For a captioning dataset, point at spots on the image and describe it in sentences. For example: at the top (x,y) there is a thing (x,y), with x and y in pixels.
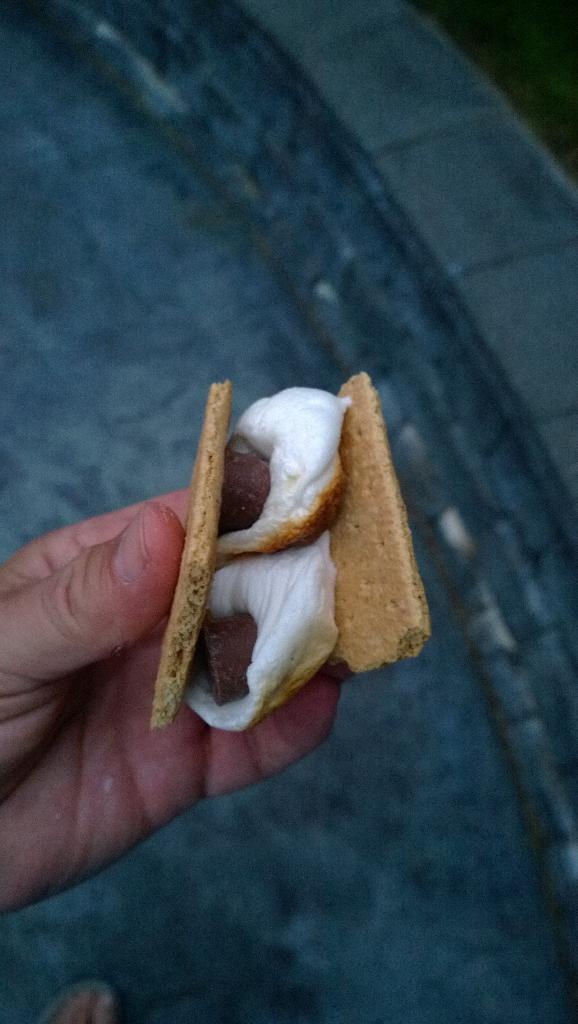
In this image there is a person (84,728) holding a food (225,650) in hand (116,645) which is in the center (247,649).
